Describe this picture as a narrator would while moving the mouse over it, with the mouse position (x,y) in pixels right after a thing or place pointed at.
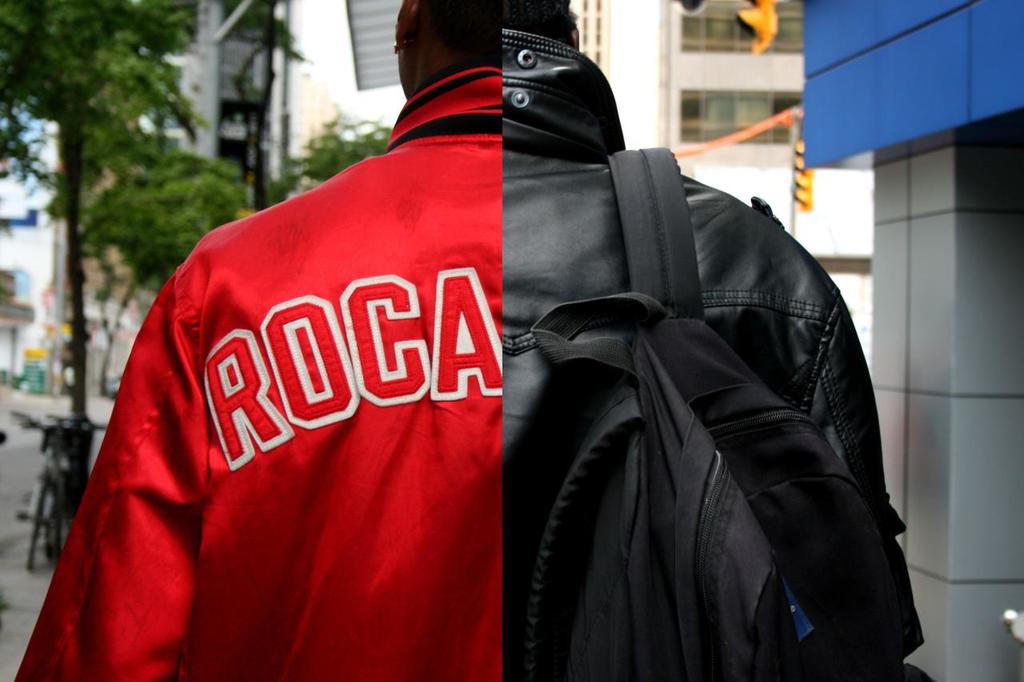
In the image we can see there is a image which is collage of two pictures and on the other side there is a person (334,229) who is wearing a red colour jacket (298,436) and on the right side (826,327) there is a person (611,278) who is wearing black colour jacket (832,341) and carrying a black colour backpack (709,470).
